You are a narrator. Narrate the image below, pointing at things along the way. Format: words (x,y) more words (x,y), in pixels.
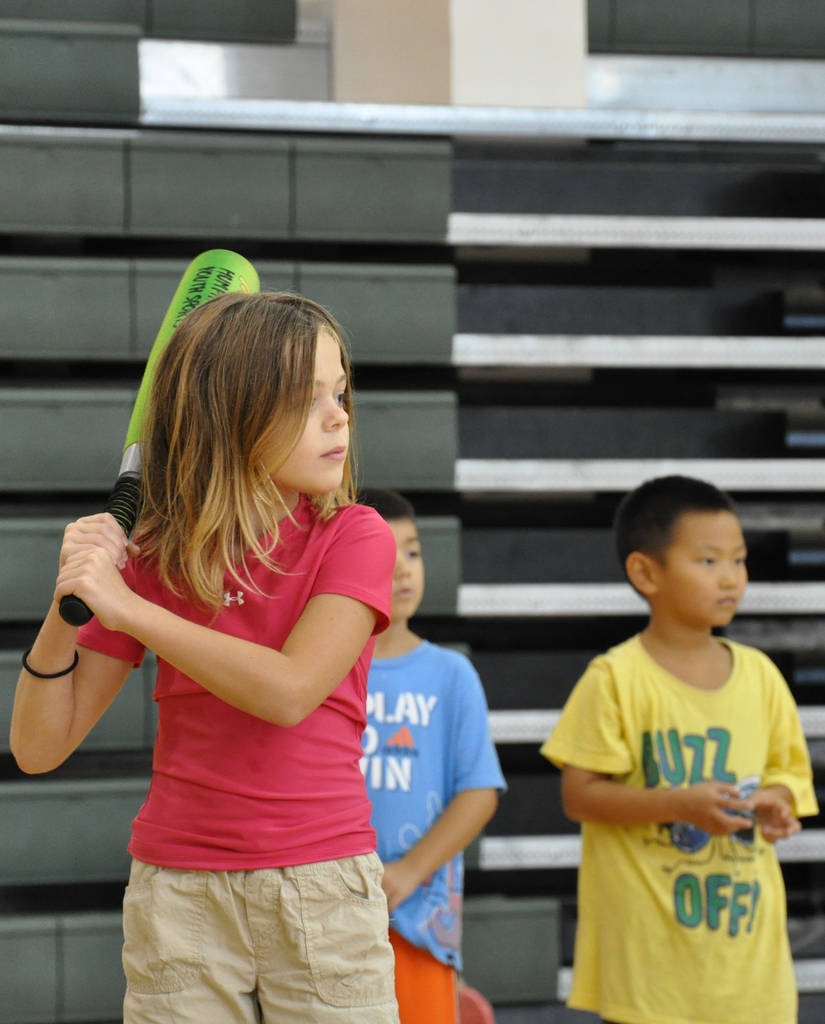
In this picture we can see few kids (380,705), on the left side of the image (202,683) we can see a girl (291,563), she is holding a bat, and on the right side of the image (696,760) we can see a boy (761,712), he wore a yellow color T-shirt (689,760).
